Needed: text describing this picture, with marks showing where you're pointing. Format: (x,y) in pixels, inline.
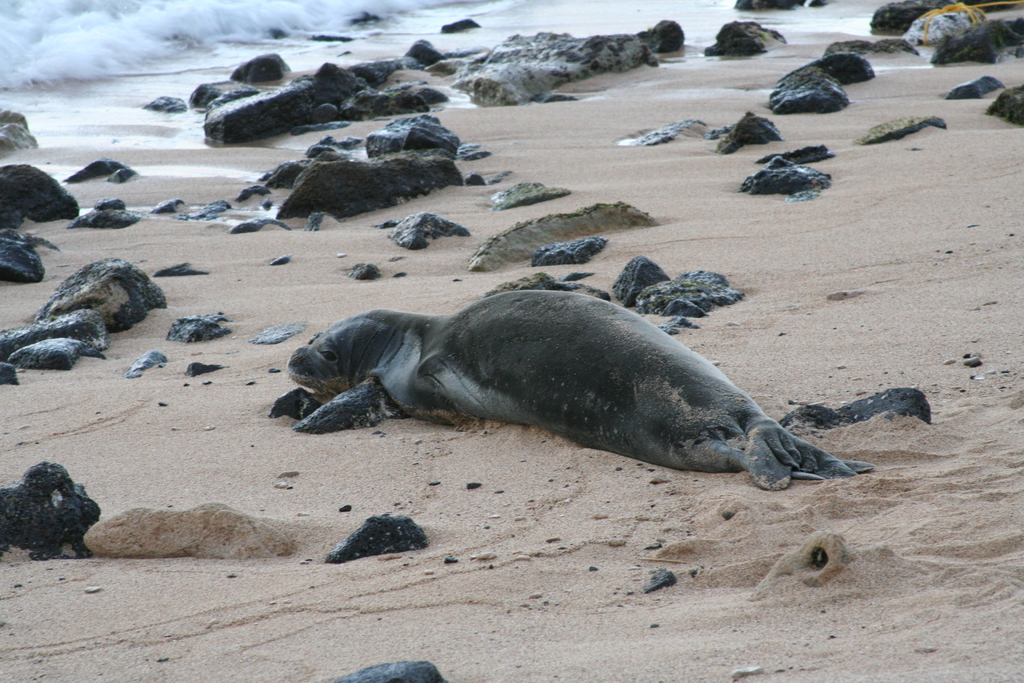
This picture is clicked at the seashore (287,439). At the bottom of the picture (340,590), we see sand (558,533), stones (373,102) and a seal (531,348) in black color. In the background (205,40), we see water (164,47) and this water (59,69) might be in the sea (106,100).
